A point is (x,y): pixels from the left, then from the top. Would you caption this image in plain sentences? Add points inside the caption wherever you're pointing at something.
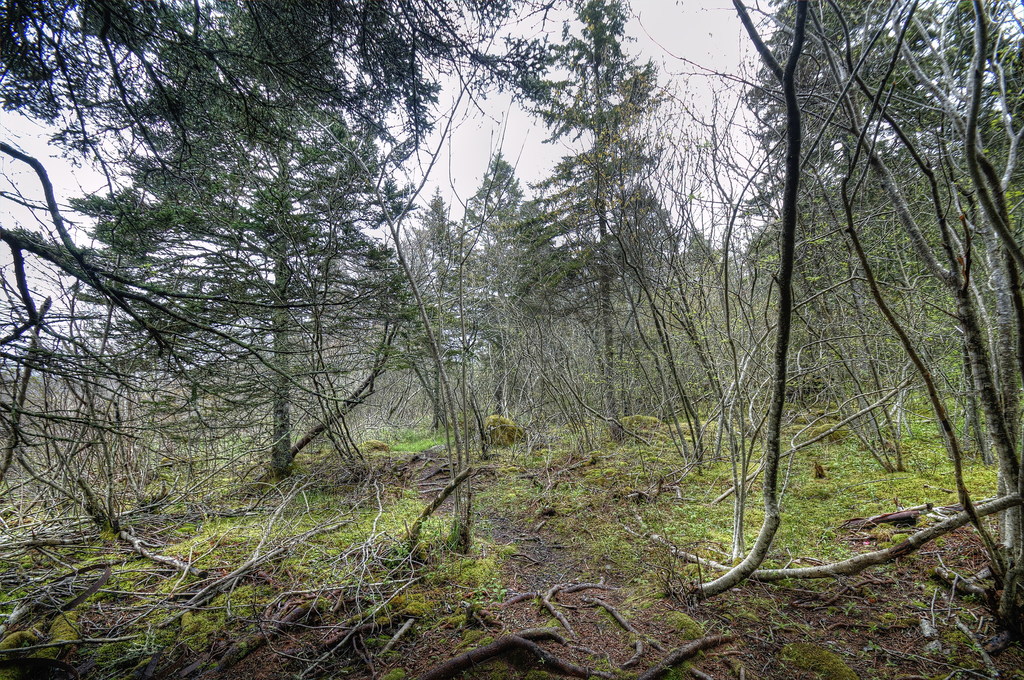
This image is taken outdoors. At the bottom of the image (300,518) there is a ground (561,580) with grass (694,542) on it. In this image there are many trees (838,385). At the top of the image (440,176) there is a sky (462,158).
